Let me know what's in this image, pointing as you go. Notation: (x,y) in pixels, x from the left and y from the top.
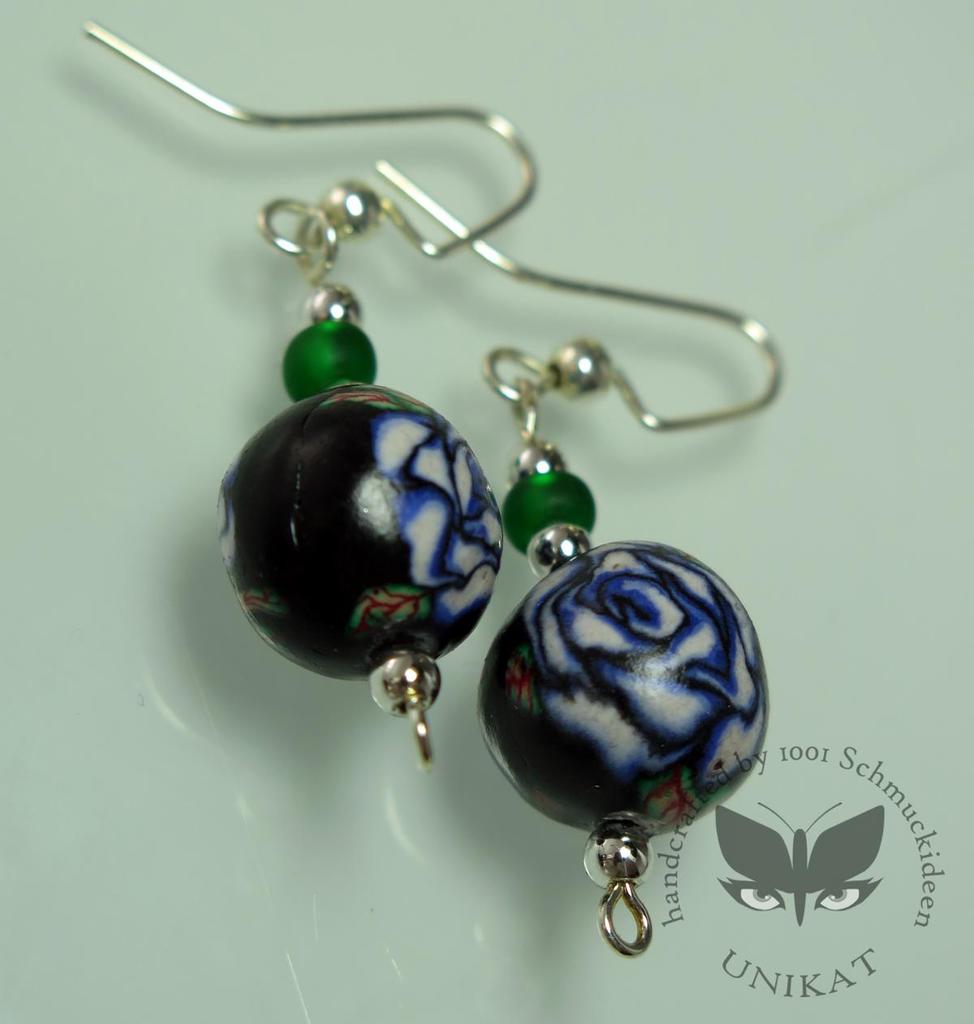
In this image we can see one pair of earrings (481,537), some text (807,756) and image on the bottom right side of the image (872,948). It looks like a wall (68,1007) in the background (235,136).
